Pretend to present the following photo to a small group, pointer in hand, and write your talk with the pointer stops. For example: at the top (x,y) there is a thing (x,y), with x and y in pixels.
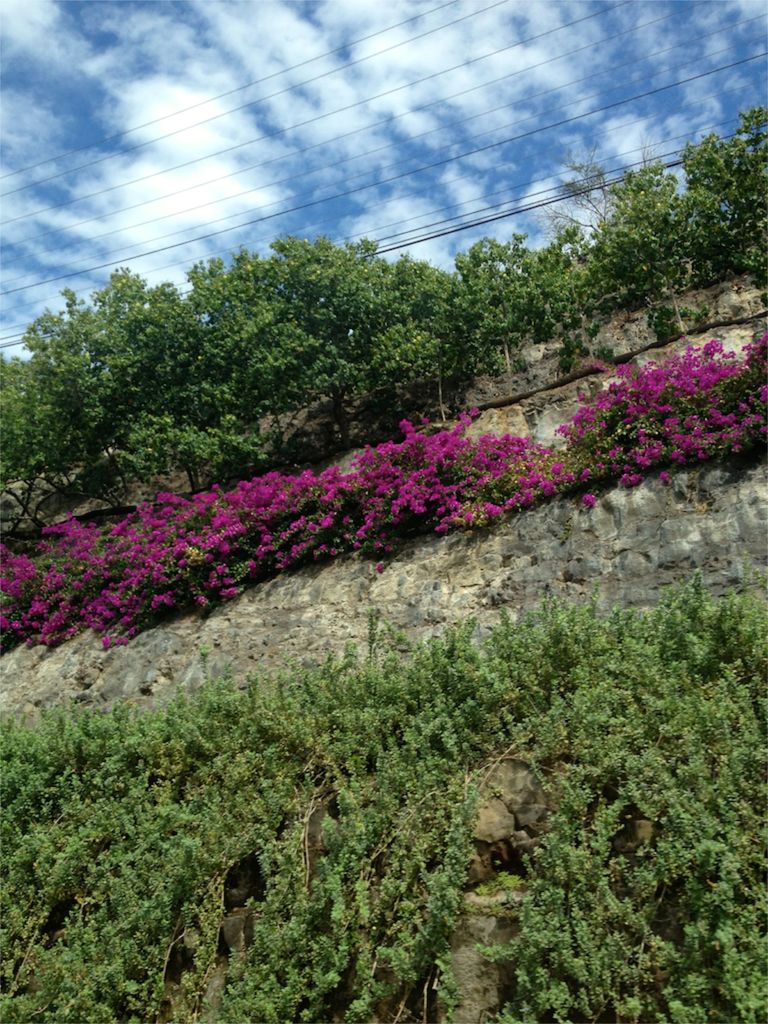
In this image we can see trees (631,289), plants (255,768), flowers (635,475), stone wall (60,503), electrical cable (306,84), at the top (306,84) we can see the sky (297,81) with clouds (374,123).
